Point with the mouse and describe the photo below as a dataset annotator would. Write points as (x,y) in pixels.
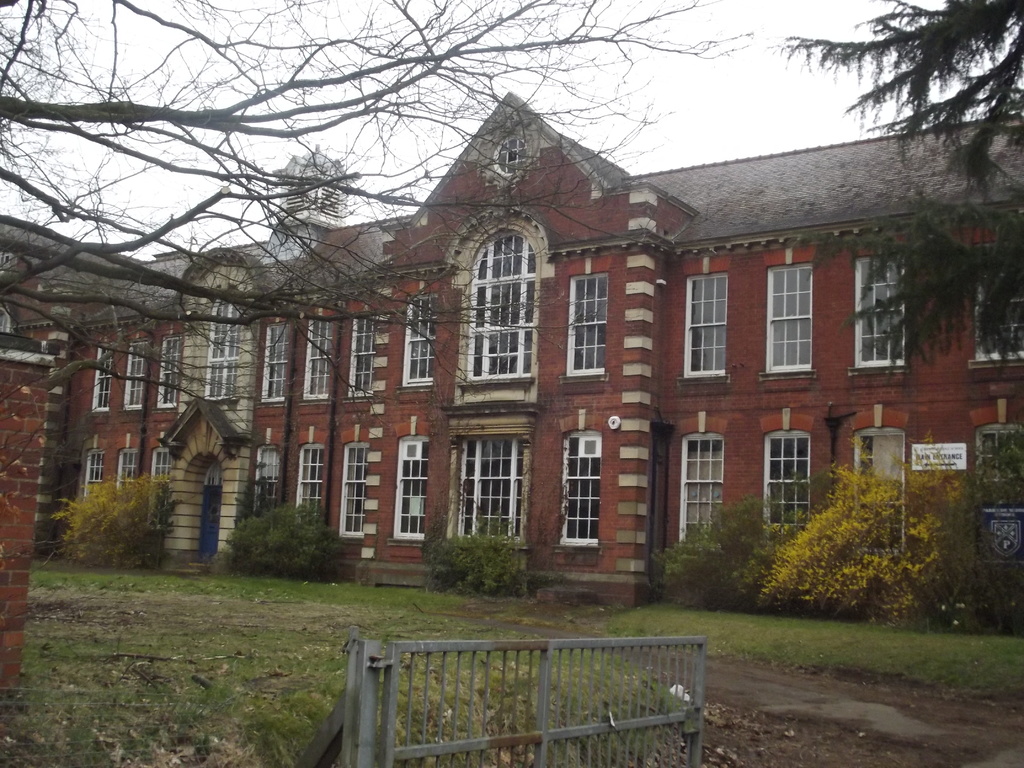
In this image I can see the building (507,362) which is in brown color. In-front of the building (491,485) I can see many plants (670,584), board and also the railing (470,746). In the back (599,96) I can see trees (25,25) and the white sky (585,89).
